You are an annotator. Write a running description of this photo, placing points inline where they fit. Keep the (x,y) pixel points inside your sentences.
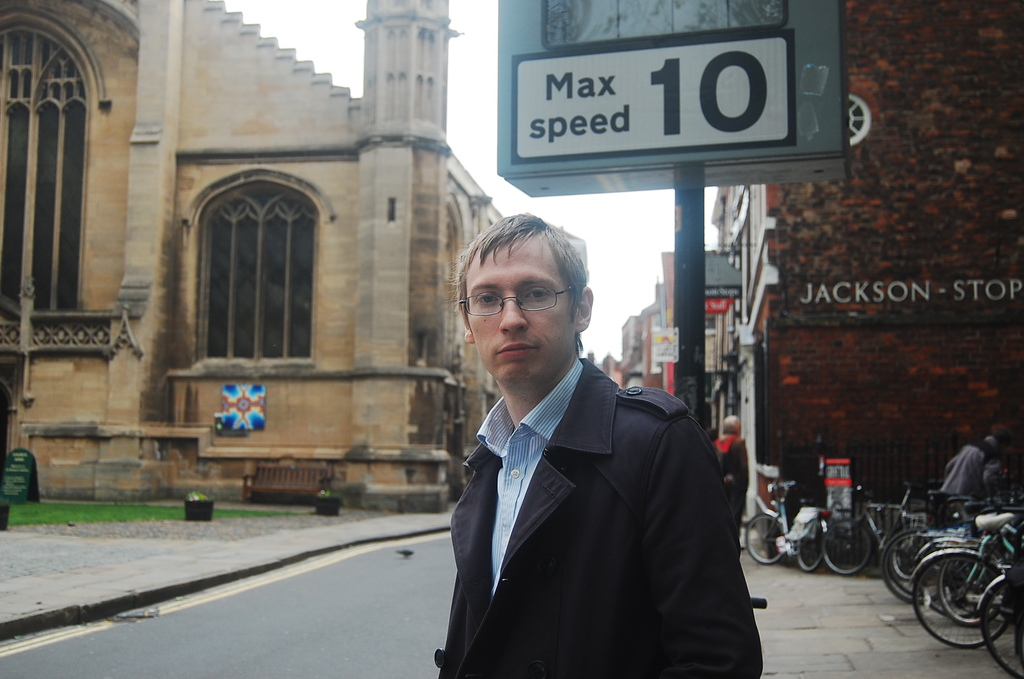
In this image in the foreground (640,560) there is one man (515,489) who is standing, and in the background (388,270) there are some buildings (745,269) and in the center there is one hoarding (681,104). On the right side (861,540) there are some vehicles (906,536) and some person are standing. At the bottom (315,628) there is a road (297,628), and in the center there is one bench (269,484) and some flower pots (326,503) and plants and grass (59,520). And on the right side (787,622) and left side (252,550) there is a footpath (213,554).
